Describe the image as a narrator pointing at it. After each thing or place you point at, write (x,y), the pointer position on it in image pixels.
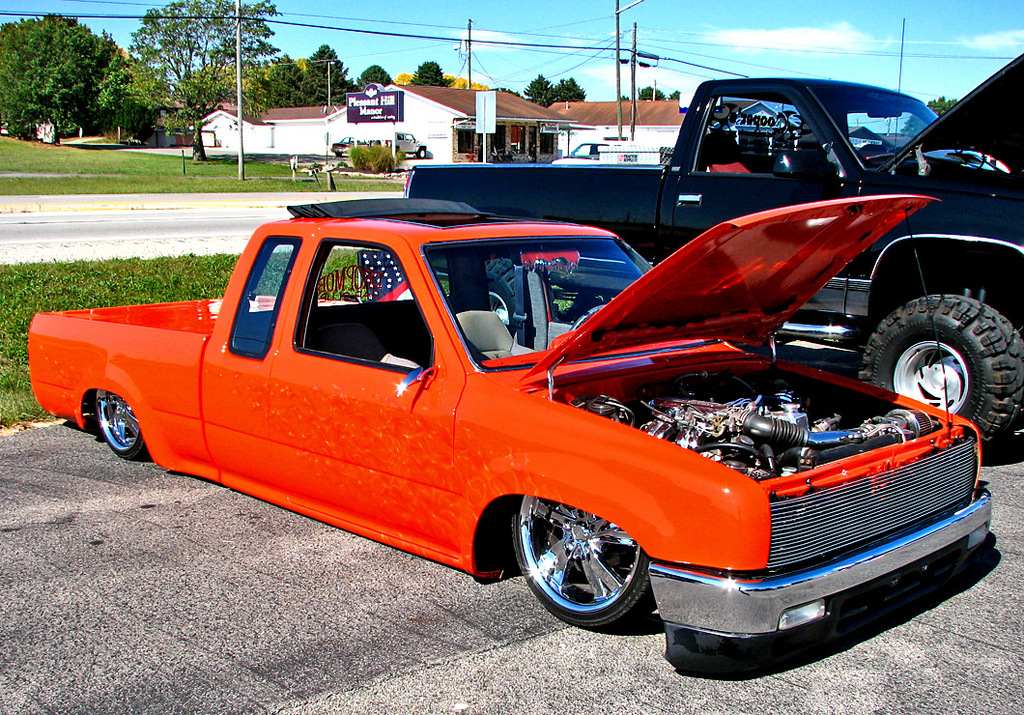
In this image there is the sky (514,46) towards the top of the image (528,40), there are clouds (797,44) in the sky (745,29), there are trees (252,91), there are buildings (261,129), there are boards (372,113), there is text (383,99) on the board (389,115), there is a pole (616,72), there are wires (652,49), there is grass (203,190), there is road (51,205), there are two cars (459,378) parked.
